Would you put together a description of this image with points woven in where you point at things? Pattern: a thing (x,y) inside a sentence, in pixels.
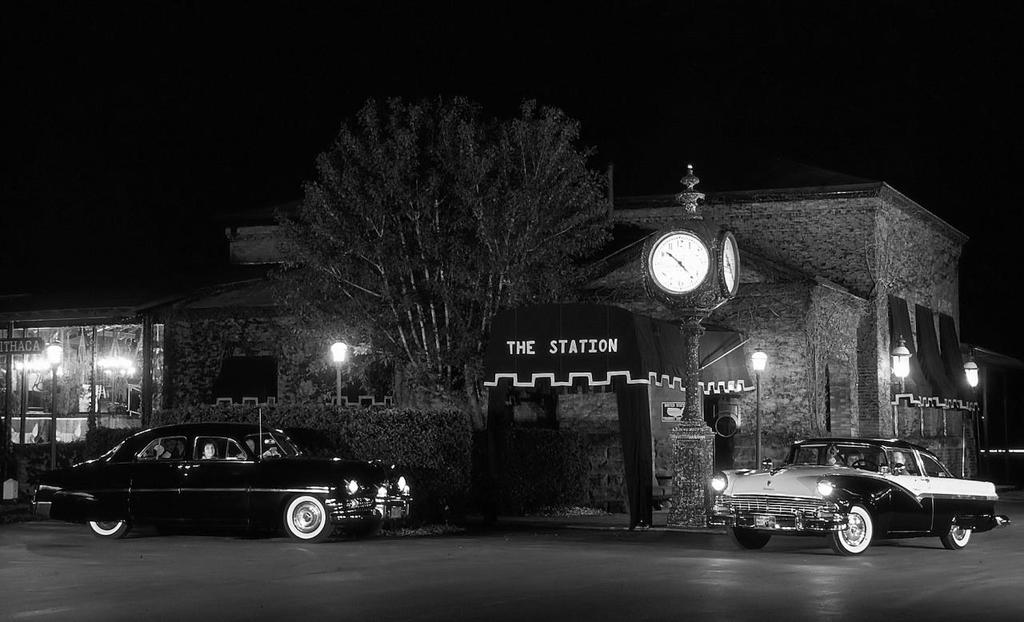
In the foreground of this image (453,608), at the bottom (401,577), there is a road (387,577) and we can also see two cars (719,519) on it. In the middle (667,361), there is a building (271,313) and a shed like an object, plants (424,443), a tree (429,263), lights (967,377) and a clock (679,251). At the top (605,54), there is the dark sky (487,63).
